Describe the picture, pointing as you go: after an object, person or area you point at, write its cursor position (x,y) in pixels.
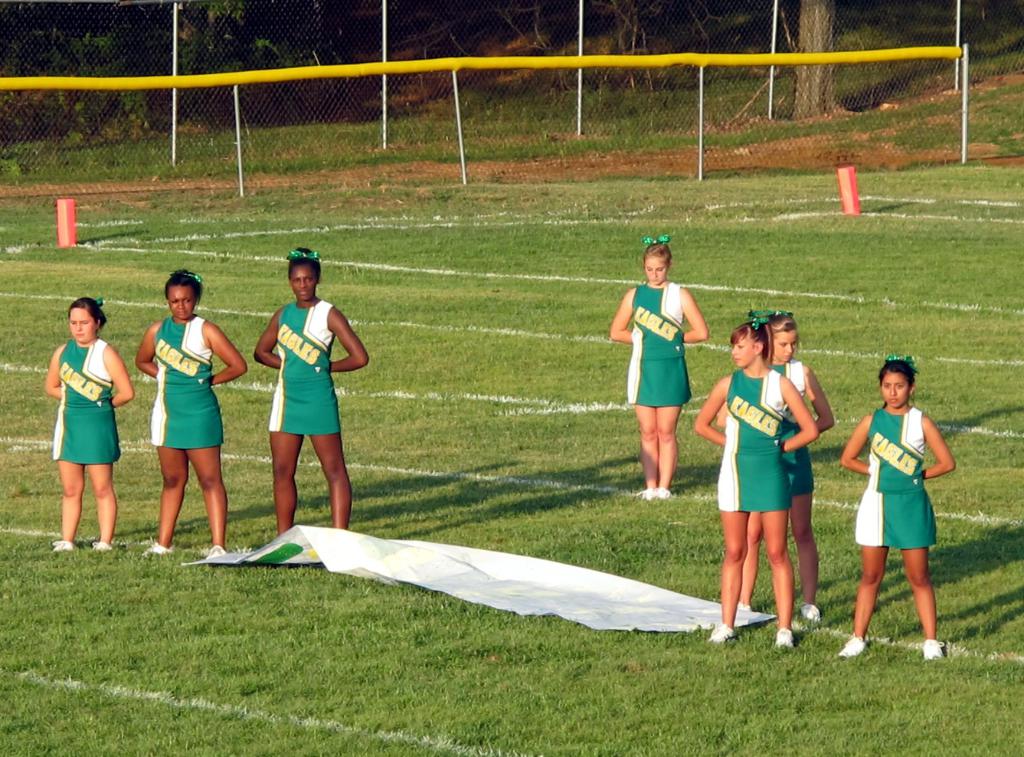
In this image on a playing field (478,314) few girls (296,354) are standing wearing green and white dress (324,347). On the ground (571,557) there is a banner (412,544). In the background (889,79) there is net boundary (466,127), trees (83,73). These are poles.
